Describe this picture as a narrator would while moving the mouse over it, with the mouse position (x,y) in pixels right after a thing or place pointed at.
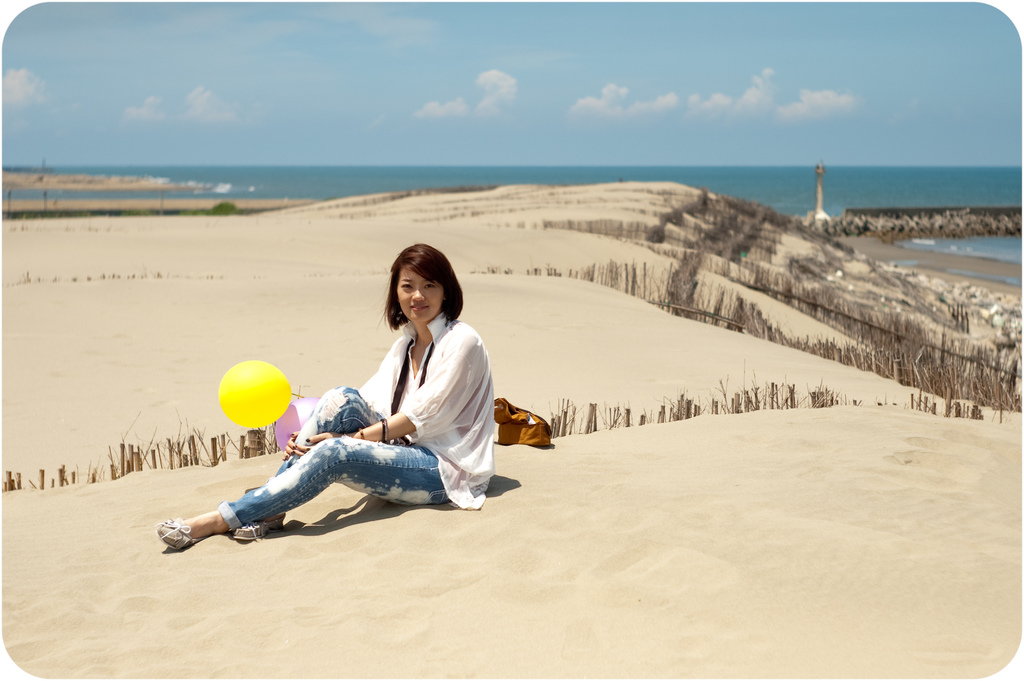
In the center of the image (431,275) a lady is sitting. In the background of the image (568,388) we can see soil (498,259), water (810,204), pole (823,202), sticks (745,313), bag (544,421), balloons (250,395). At the top of the image (594,89) clouds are present in the sky (657,112). At the bottom of the image (694,629) there is a soil (722,600).
